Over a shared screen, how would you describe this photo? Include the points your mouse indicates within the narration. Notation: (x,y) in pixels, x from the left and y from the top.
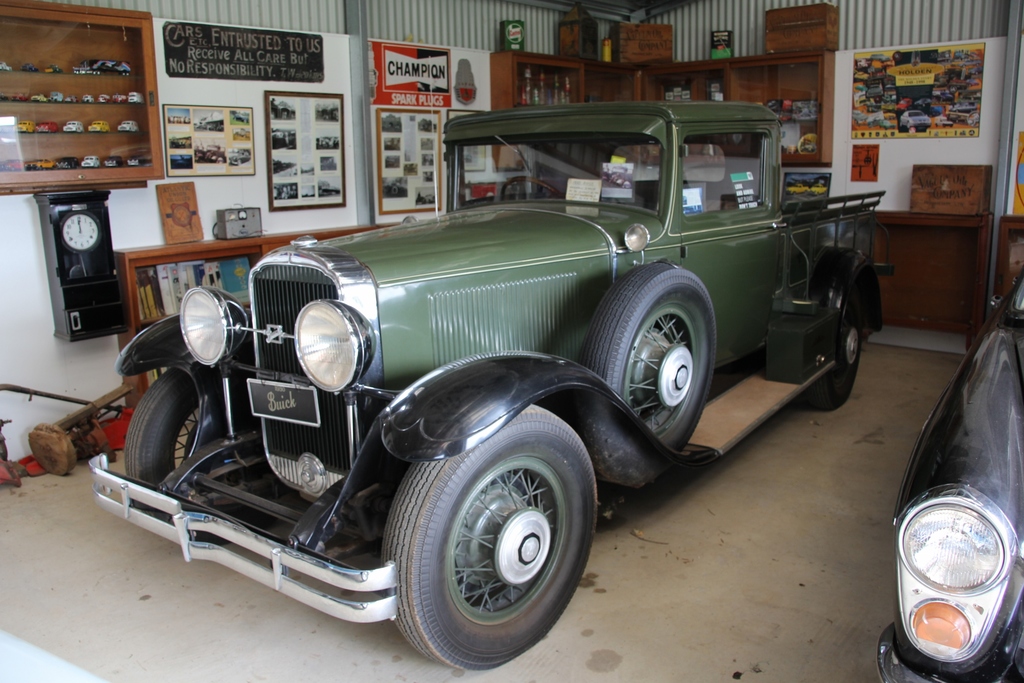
In this picture we can observe a green color car (535,282) on the floor (841,456). We can observe brown color cupboards (584,79) in the background (818,76). There is a black color car (953,489) on the right side (1004,491). We can observe a clock (65,255) on the left side (67,259). There are some photo frames (236,136) fixed to the wall (325,60).
